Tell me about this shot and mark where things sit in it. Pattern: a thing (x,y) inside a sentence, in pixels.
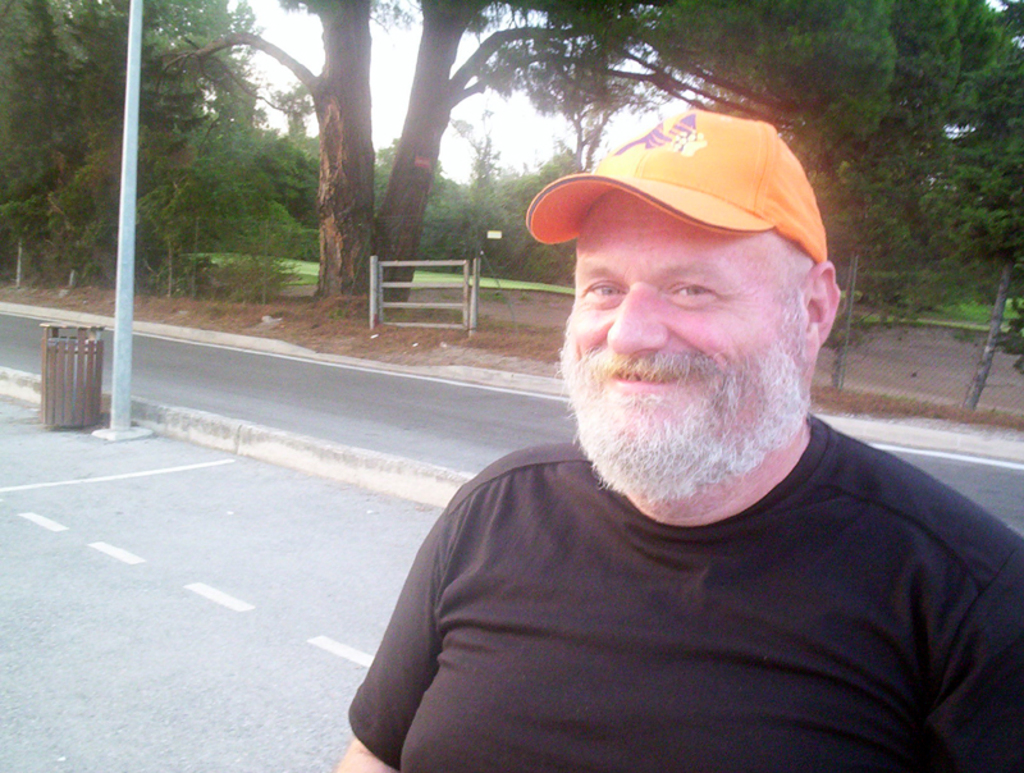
In front of the image there is a person (682,393) with a smile on his face (606,469), behind the person (663,511) there is a trash can (69,369) and a metal pole (119,293) on the road (306,416), beside the road (339,441) there is a mesh fence (885,335) with metal rods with a wooden gate (460,286), behind that there are trees (385,190).
